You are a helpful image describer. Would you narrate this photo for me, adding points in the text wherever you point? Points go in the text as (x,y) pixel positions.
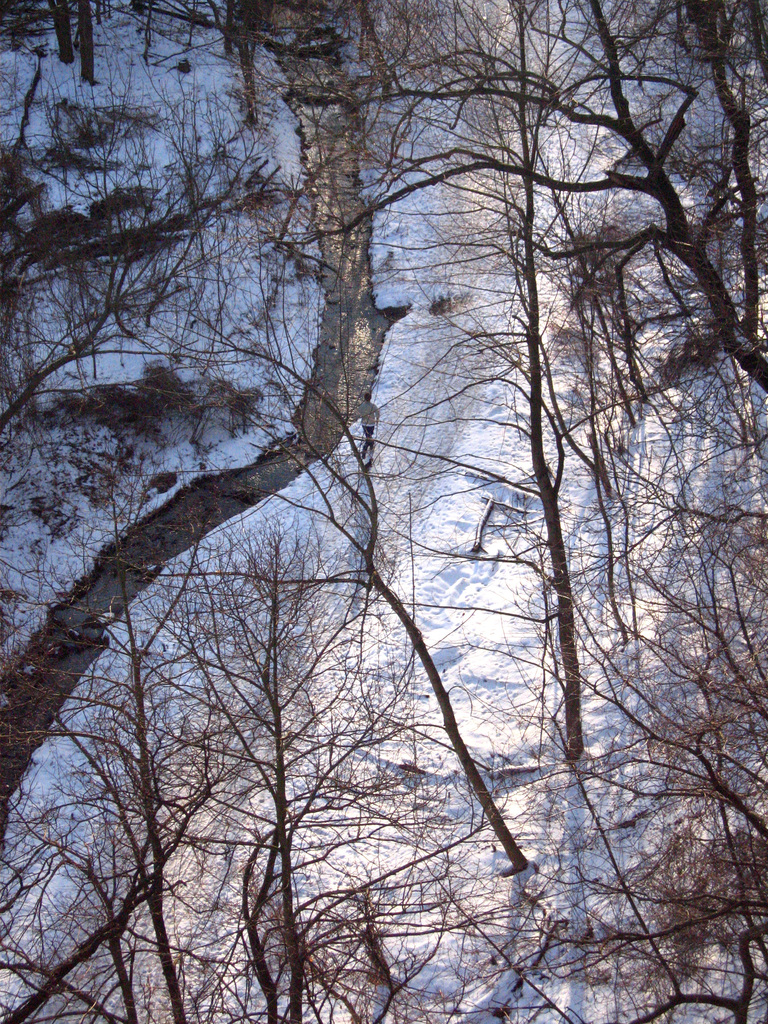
In this picture we can see some trees (667,925), at the bottom (533,872) there is snow (490,711).
